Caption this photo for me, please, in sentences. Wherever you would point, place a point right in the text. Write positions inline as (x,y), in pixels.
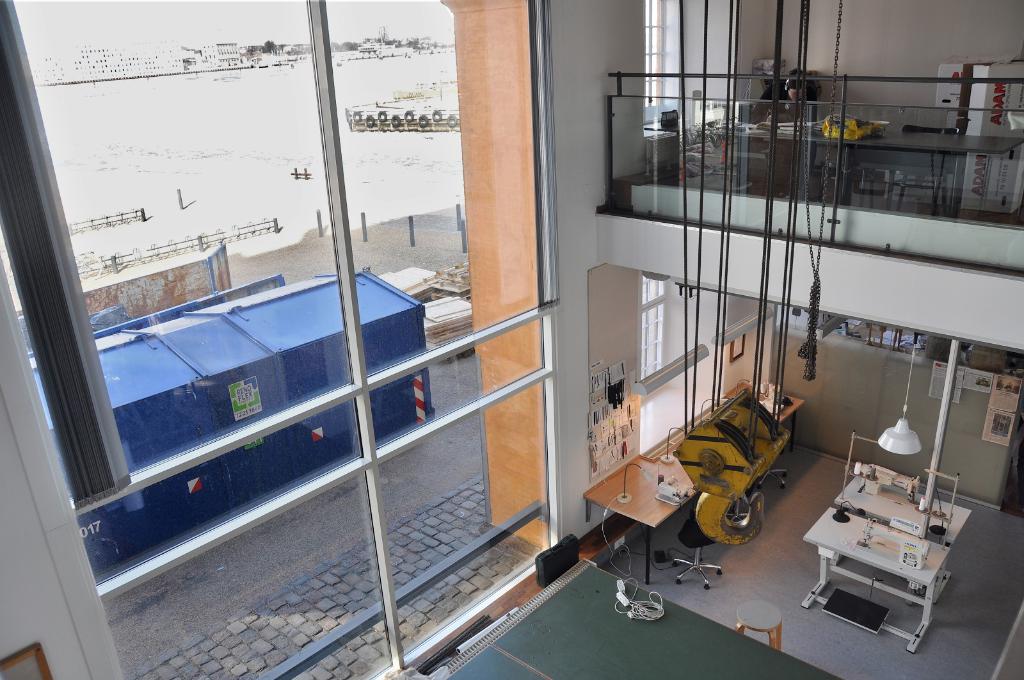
In the image there is a hook (727,461) hanging with the ropes (737,45). At the bottom (659,526) there are few tables (662,466) with sewing machines (915,544) and also there are few other items (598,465). To the wall (622,362) there are few papers (614,448). At the top of the image (760,132) there is a glass wall (739,161). Behind the wall (653,151) there is a table (887,137), lady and few other items (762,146). On the left side of the image (311,188) there is a glass door (348,422). Behind the glass door (343,504) there is a footpath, blue container (194,485), buildings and many other objects (446,332).
